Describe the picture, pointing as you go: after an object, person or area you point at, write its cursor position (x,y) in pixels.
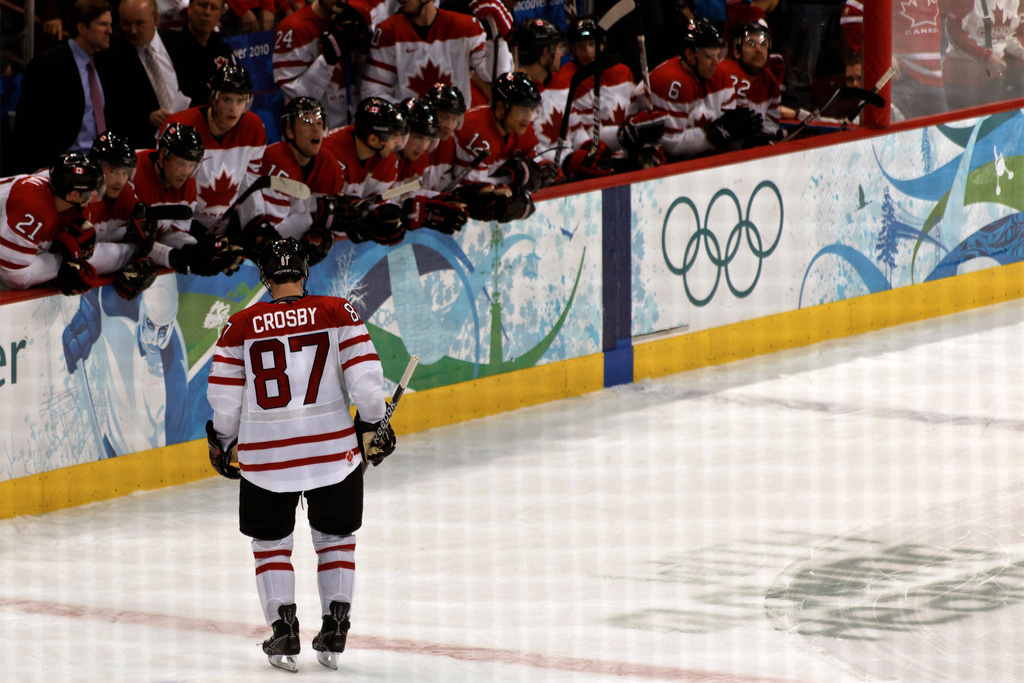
In this image we can see the ice hockey stadium (818,405), one person (334,535) playing ice hockey. So many persons (742,91) around the stadium (197,321), some are standing and some persons (95,177) are sitting. Some persons (320,148) hold some objects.
